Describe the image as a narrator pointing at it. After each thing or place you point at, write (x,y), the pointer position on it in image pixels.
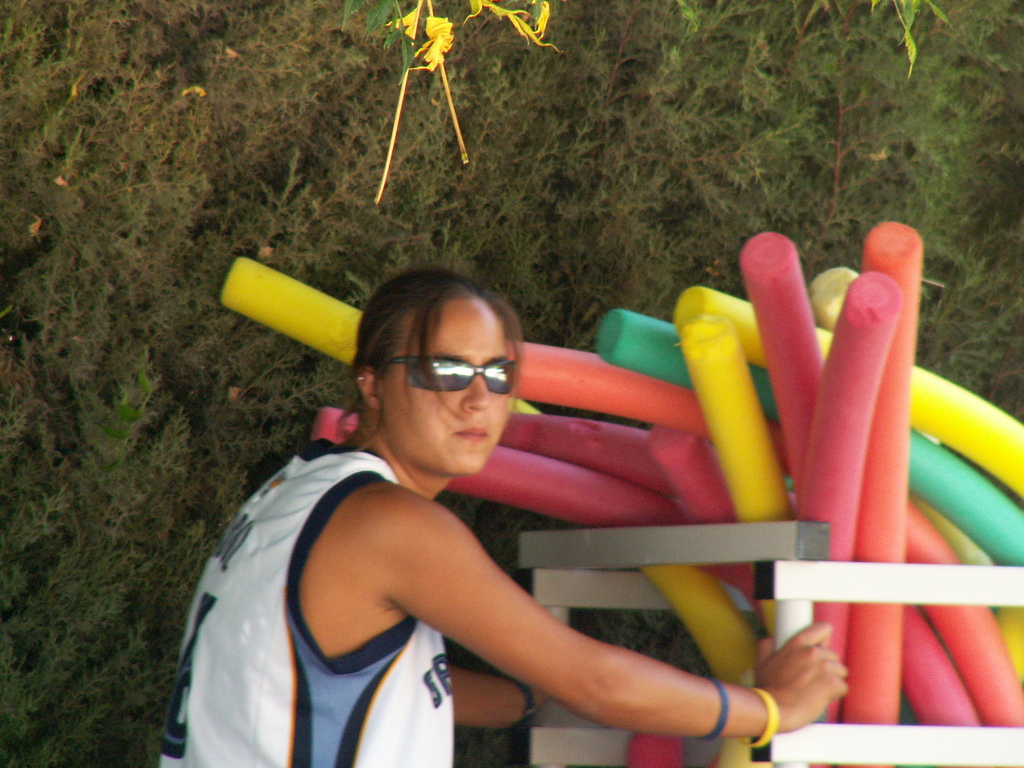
In the picture I can see a person (392,664) wearing white color T-shirt (352,656) and glasses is standing here. Here I can see few objects (963,638) which are in pink, red, yellow and green in color. In the background (854,23), I can see shrubs (193,263) or trees (56,557).
